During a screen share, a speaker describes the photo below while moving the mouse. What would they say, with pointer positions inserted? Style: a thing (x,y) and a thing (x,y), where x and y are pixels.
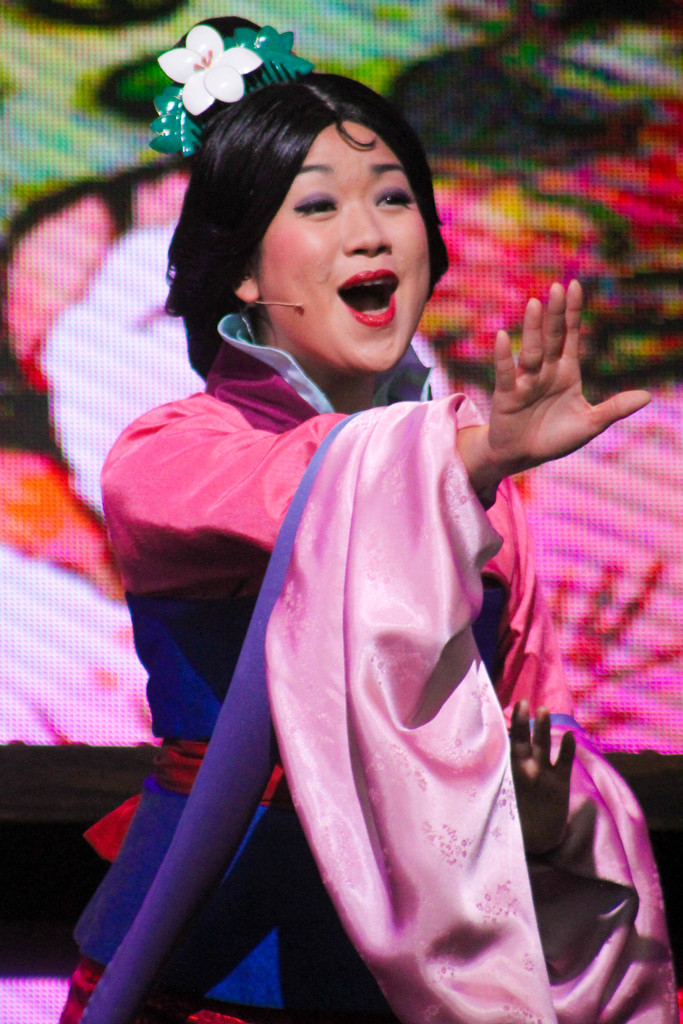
In the middle of the image (281,494) we can see a woman (278,546), behind her we can see blurry background (618,163).
